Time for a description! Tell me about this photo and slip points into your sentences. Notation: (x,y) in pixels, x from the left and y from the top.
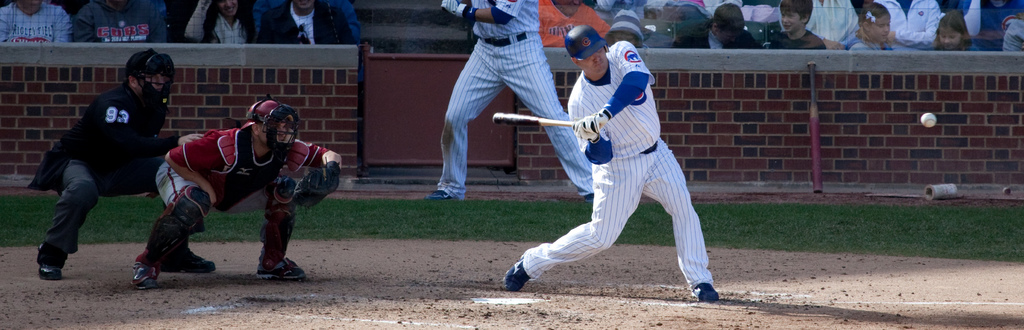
In this image we can see a person (577,111) wearing helmet (584,47) and gloves (590,130). He is holding a bat (544,123). On the left side (96,147) there are two persons (160,164) wearing helmet (139,67). On the right side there is a ball (928,124). In the back (507,77) there is a person (504,45) standing. Also there is a wall (267,84). Also there are people (692,36) sitting. On the ground (521,218) there is grass (753,229). Near to the wall (799,146) there is a bat (811,167).
